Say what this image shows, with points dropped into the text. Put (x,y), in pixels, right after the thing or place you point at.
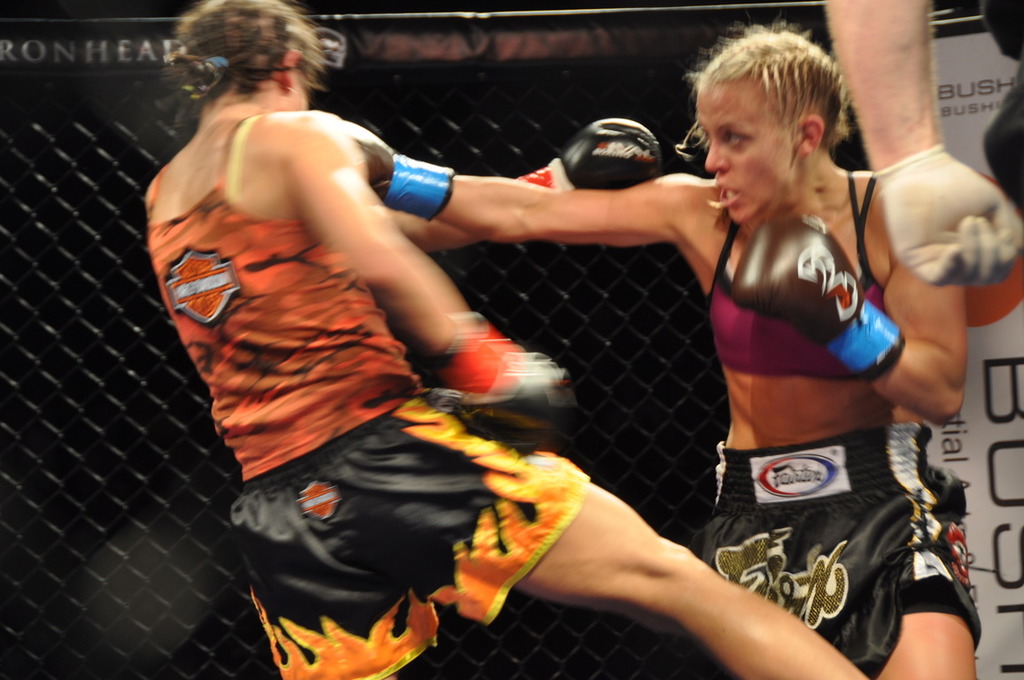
In this picture there are two women (542,369) boxing and we can see mesh (602,379) and banner (977,340). In the background of the image (474,115) it is dark. In the top right side of the image (863,33) we can see a hand (946,233) of a person (881,174) with glove (957,227).
